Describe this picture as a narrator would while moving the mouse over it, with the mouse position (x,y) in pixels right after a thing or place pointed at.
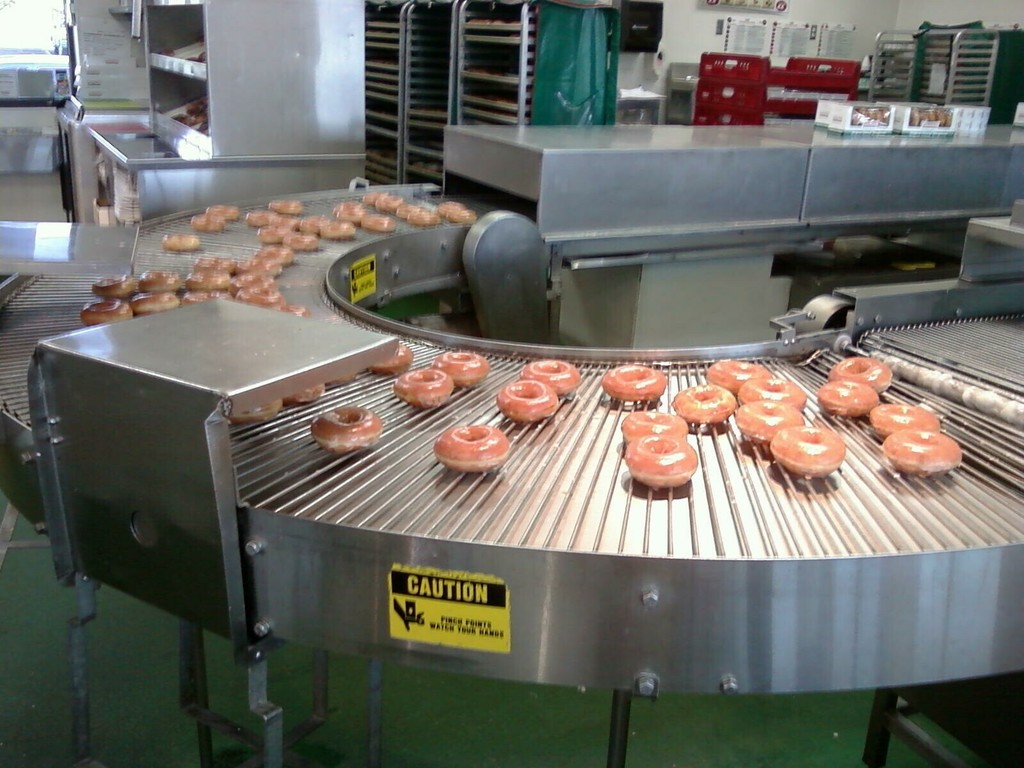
In the picture we can see a factory (32,168) with a machine (986,526) of preparing doughnuts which are placed on the metal sheet (556,522) and in the background (385,175), we can see some racks (428,175) and a green color curtain (555,68) to it.
